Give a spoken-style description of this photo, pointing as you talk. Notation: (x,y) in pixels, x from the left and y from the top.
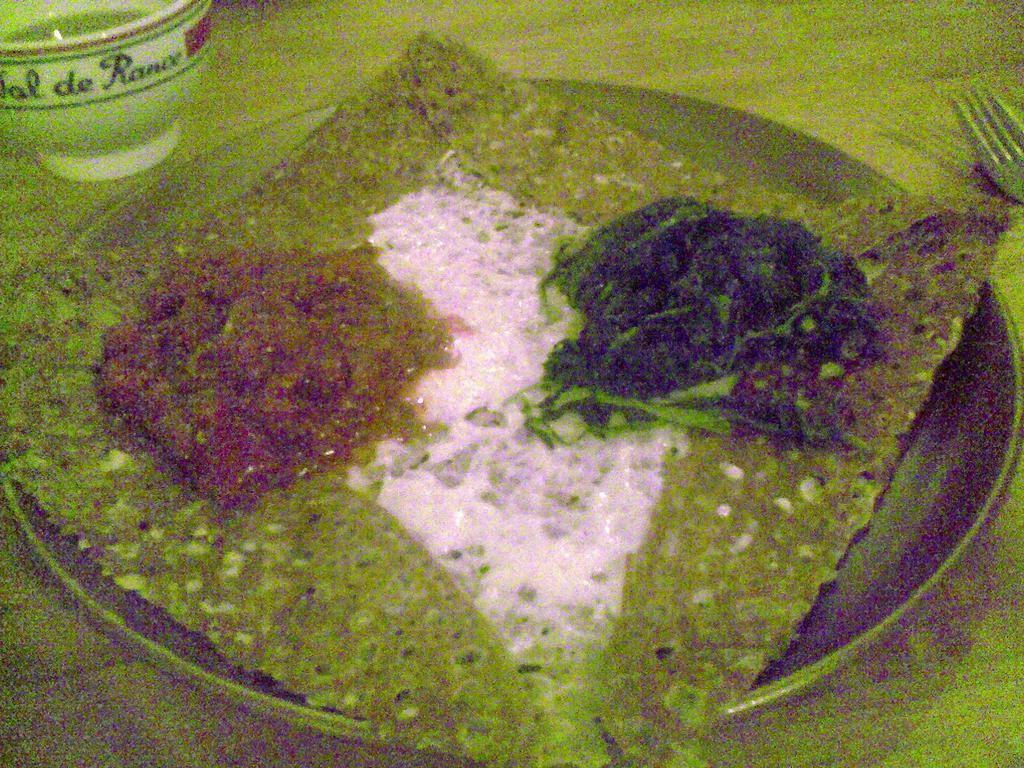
In this image in the center (400,489) there is one plate (662,412), and in the plate (527,445) there is some food (439,363) and beside the plate (181,164) there is one bowl (116,106) and fork (979,138). At the bottom (105,642) it looks like a table (914,711).
